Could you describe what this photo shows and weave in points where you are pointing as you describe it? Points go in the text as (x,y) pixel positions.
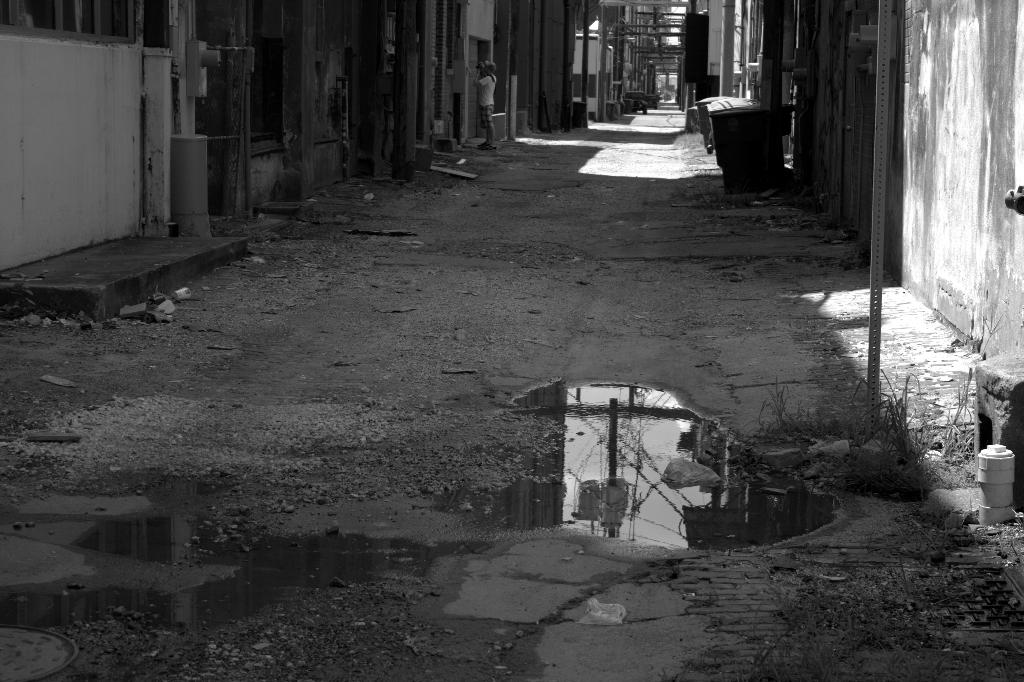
In this image I can see the black and white picture in which I can see the road (611,207), some water (622,389) on the road (597,236), a person (487,96) standing, some grass (813,431), few other objects (737,175) and buildings (357,76) on both sides of the road (663,150).
